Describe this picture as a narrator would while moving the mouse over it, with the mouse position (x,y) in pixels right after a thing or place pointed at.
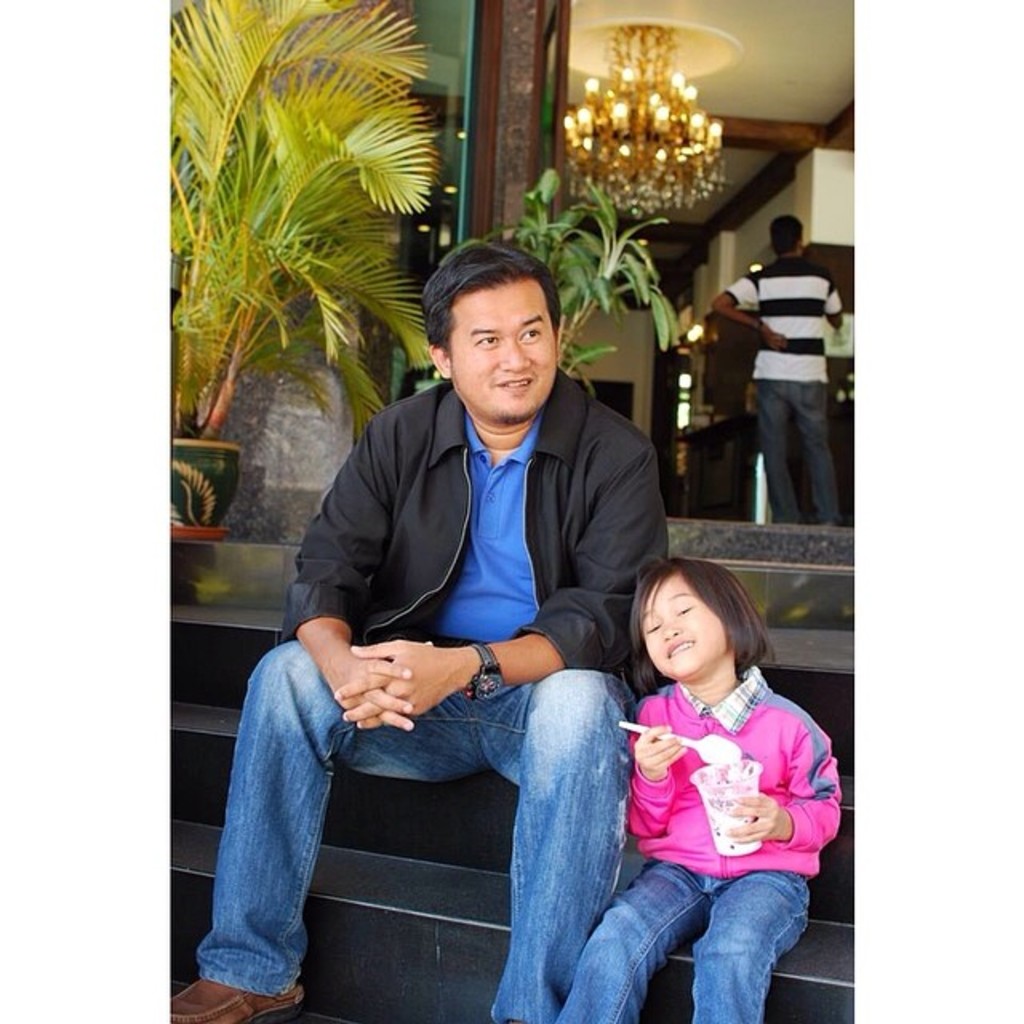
In this image there is a man (443,500) and a girl (599,964) sitting on steps (193,624), in the background (303,287) there are plants (569,275) and there is an entrance (744,466) and a man (769,457) is standing at the top (671,88) there is a chandelier (637,131).
